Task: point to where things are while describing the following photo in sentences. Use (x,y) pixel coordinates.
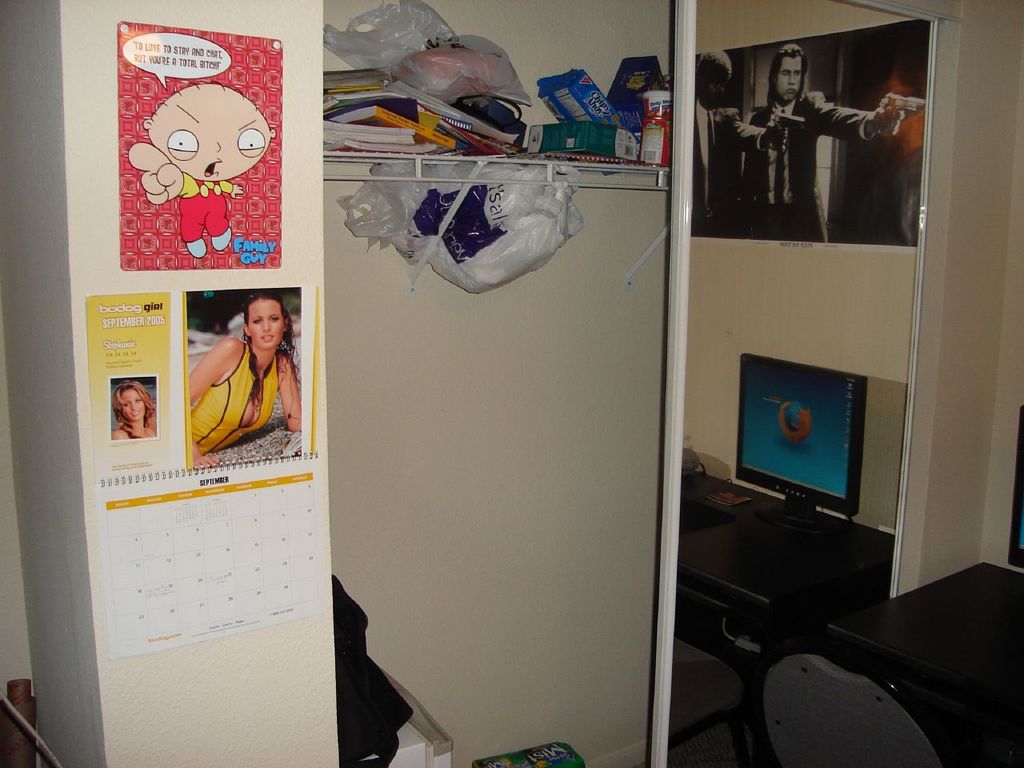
In the center of the image (462,263) there is a rack (394,154) with books (377,116) and few other objects (506,96) in it. On the left side of the image (256,523) there is a pillar (43,101) with posters (145,495) attached to it. On the right side of the image (812,616) there are tables (833,574) and on top of the table (836,578) there are computers (1012,537). In front of the table (778,639) there is a chair (794,681). Behind the table (887,607) there is a wall (802,19) with the posters (775,149) on it.
